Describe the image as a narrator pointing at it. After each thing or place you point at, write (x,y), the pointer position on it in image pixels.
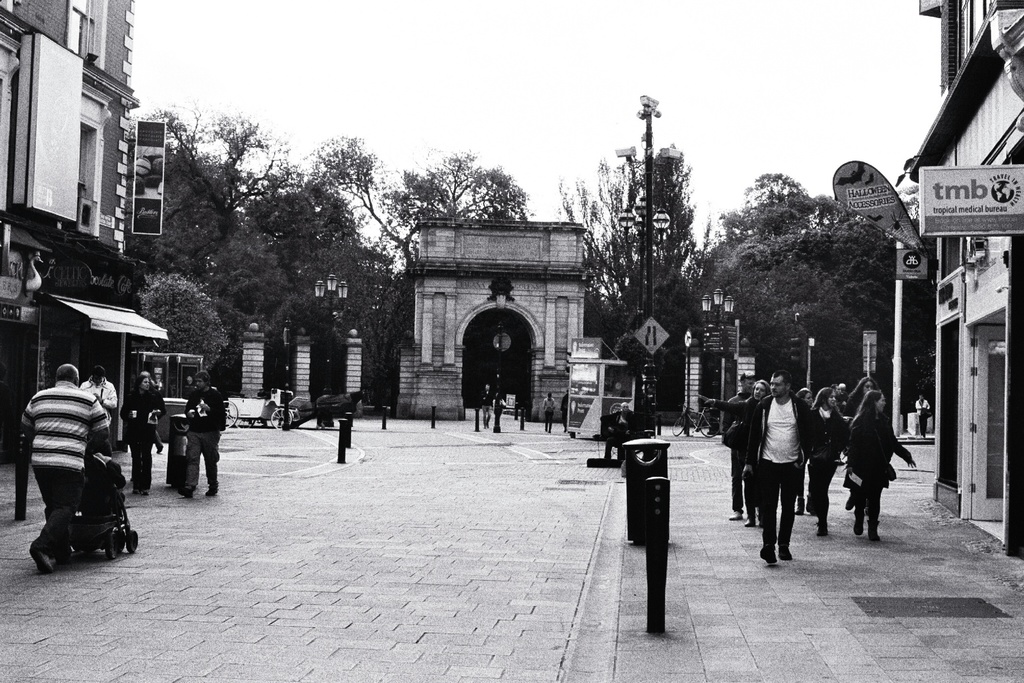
Here in this picture on either side we can see buildings (973,323) present and in the middle (403,382) we can see an arch (440,383) present and on the road (366,427) we can see people (778,469) walking and standing all over there and we can see light posts (647,178) here and there and we can see hoardings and we can see plants (366,354) and trees (287,303) present all over there.
